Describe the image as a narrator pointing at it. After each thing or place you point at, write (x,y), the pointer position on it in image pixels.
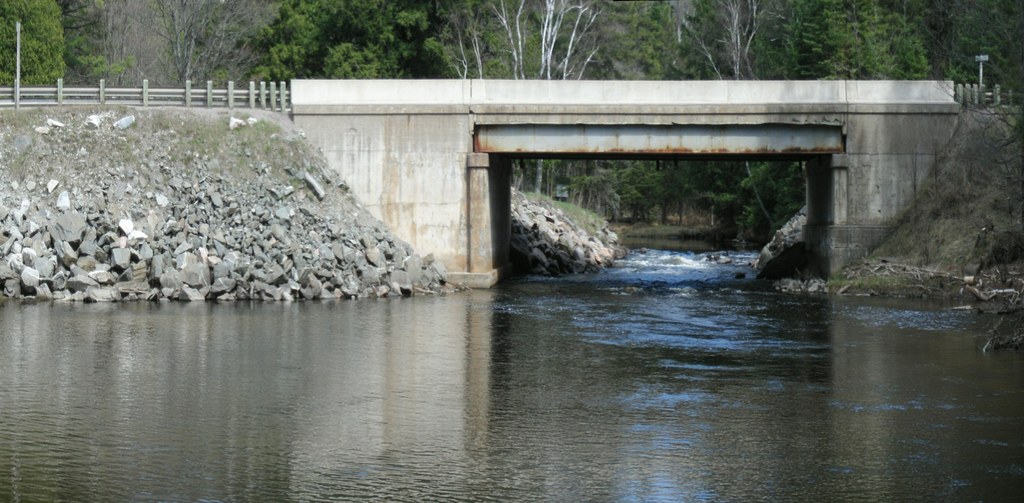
Here in this picture we can see water (253,343) present all over there and we can see a bridge (507,184) present over there and we can see plants (607,220) and trees (745,207) present all over there and on the left side (162,209) we can see stones (117,240) present over there.
